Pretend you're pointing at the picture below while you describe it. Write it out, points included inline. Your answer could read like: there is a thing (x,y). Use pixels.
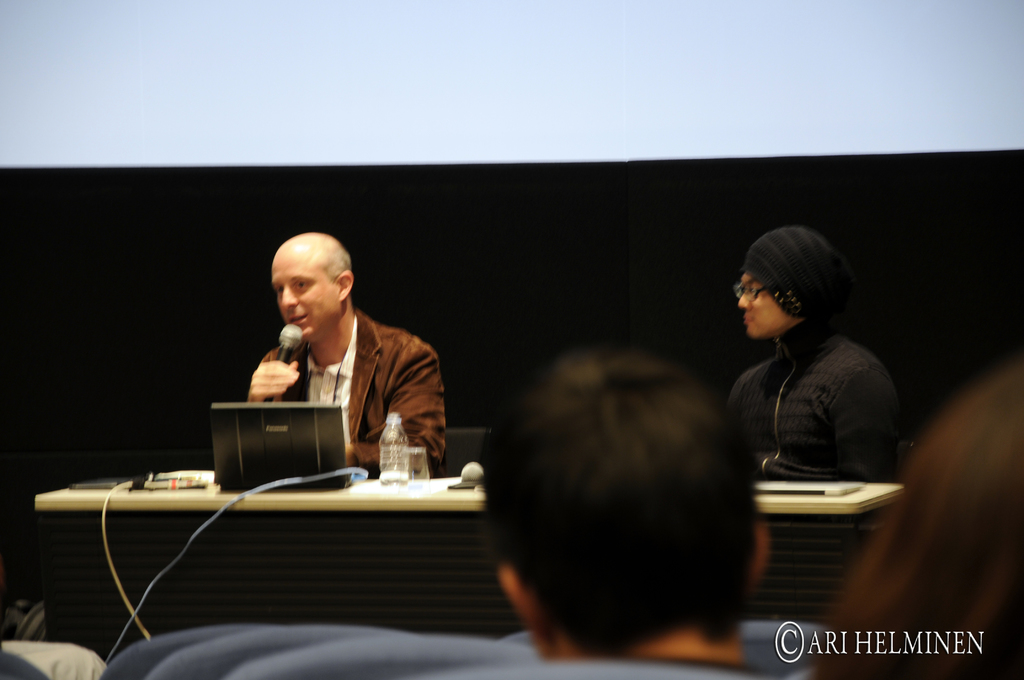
The persons (402,344) are sitting on a chairs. The left side of the person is holding a mic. On the right side of the person (748,314) is wearing a cap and spectacle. There is a table (256,486). There is a laptop (272,467), bottle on a table (496,495). We can see in background (483,101) screen (429,85).
